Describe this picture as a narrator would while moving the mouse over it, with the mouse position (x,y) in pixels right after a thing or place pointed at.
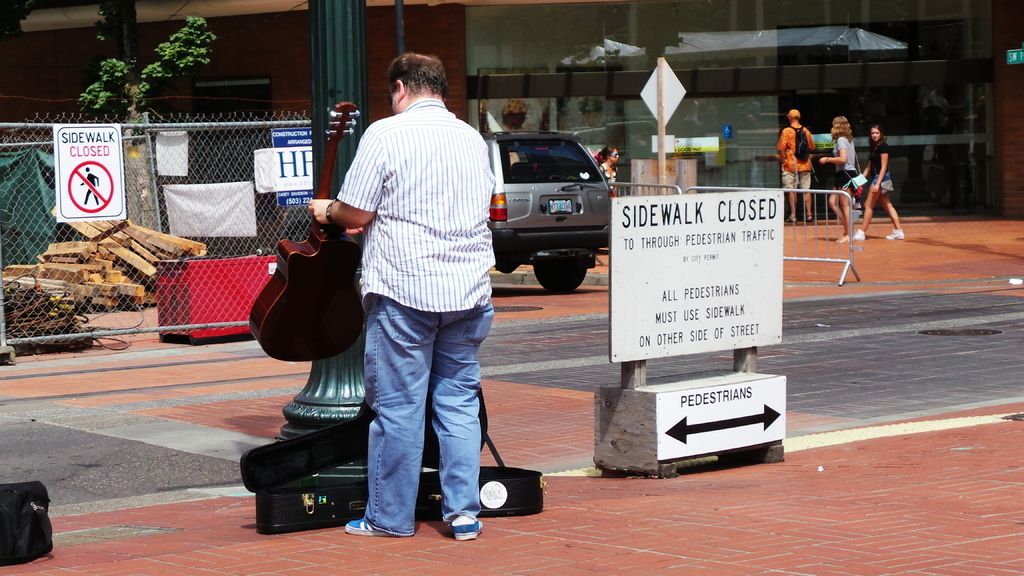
In this image we can see a man (476,453) standing on the ground (440,528) holding a guitar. We can also see some bags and a signboard (618,474) with some text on it. On the backside (170,329) we can see a pillar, the metal fence (140,333), the signboard (74,204) with some text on it, some wooden logs (129,271), wires (81,335), a container (185,274), a car (575,236), a plant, a board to a stand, a building (690,75) and some people (870,197) standing.
